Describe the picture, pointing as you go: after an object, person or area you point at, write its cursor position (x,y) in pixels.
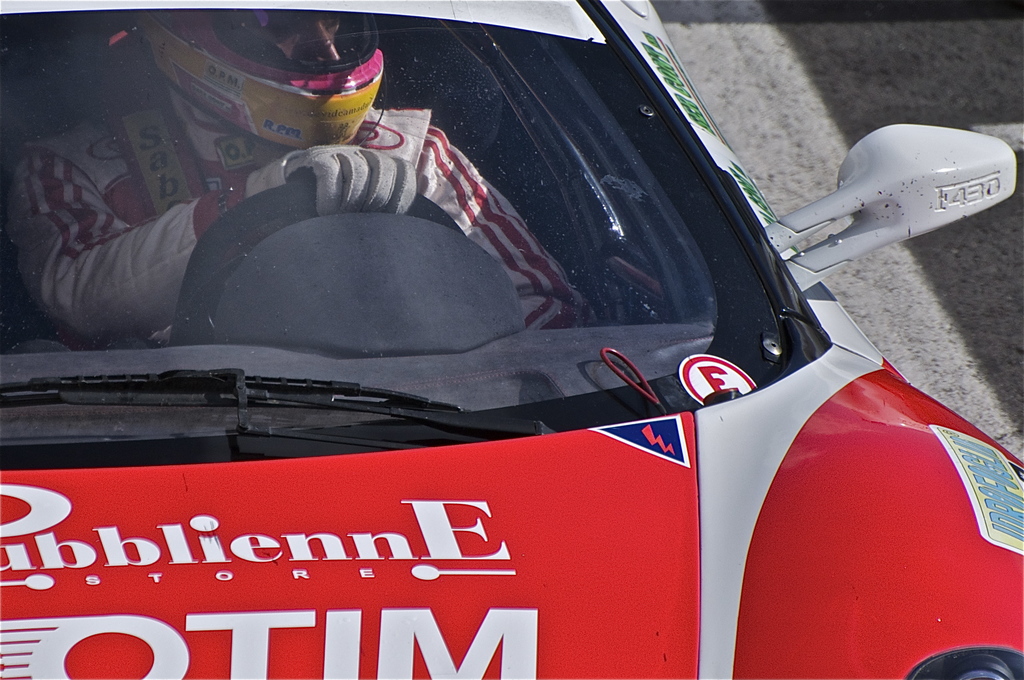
In this picture we can see a person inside of a vehicle (651,501) and this vehicle (729,445) is on the ground (1019,2).
